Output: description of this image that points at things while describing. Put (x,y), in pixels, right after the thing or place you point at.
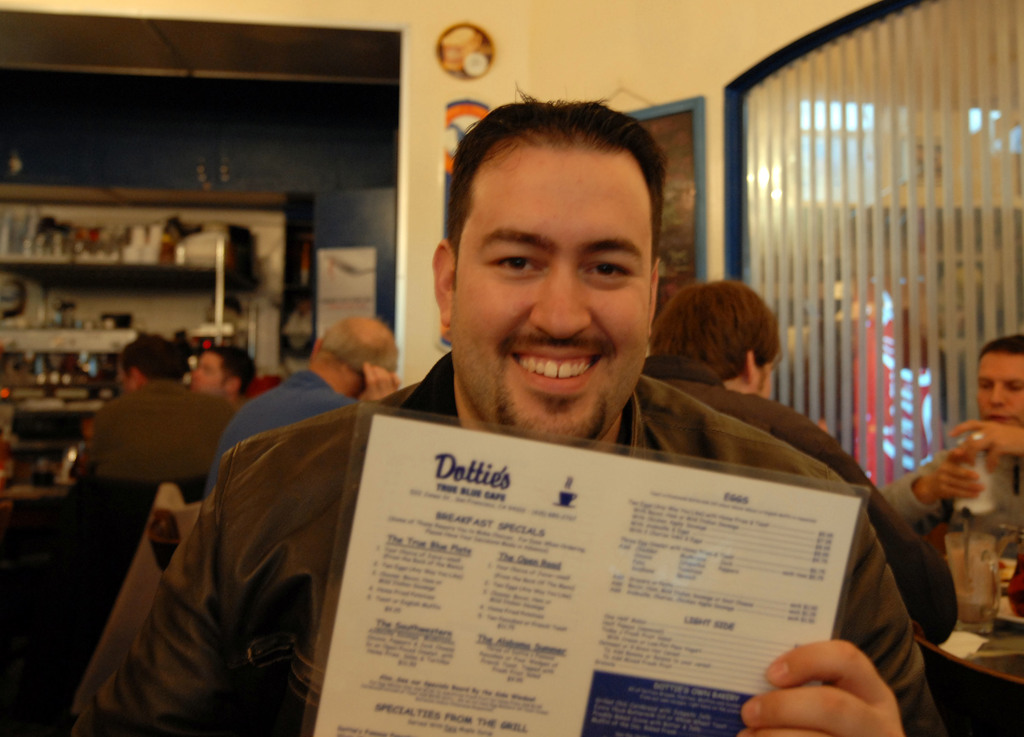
This Image is clicked in a room (53,145). There are people (949,623) sitting and there is a man (498,301) in the front (450,523) who is showing a card (654,582) and smiling. There are the bottles (176,250) and wine rack (171,272) on the left side (24,243). There is a window blind (812,310) on the right side (847,210) and there are photo frames (666,122) on the top (701,121).
